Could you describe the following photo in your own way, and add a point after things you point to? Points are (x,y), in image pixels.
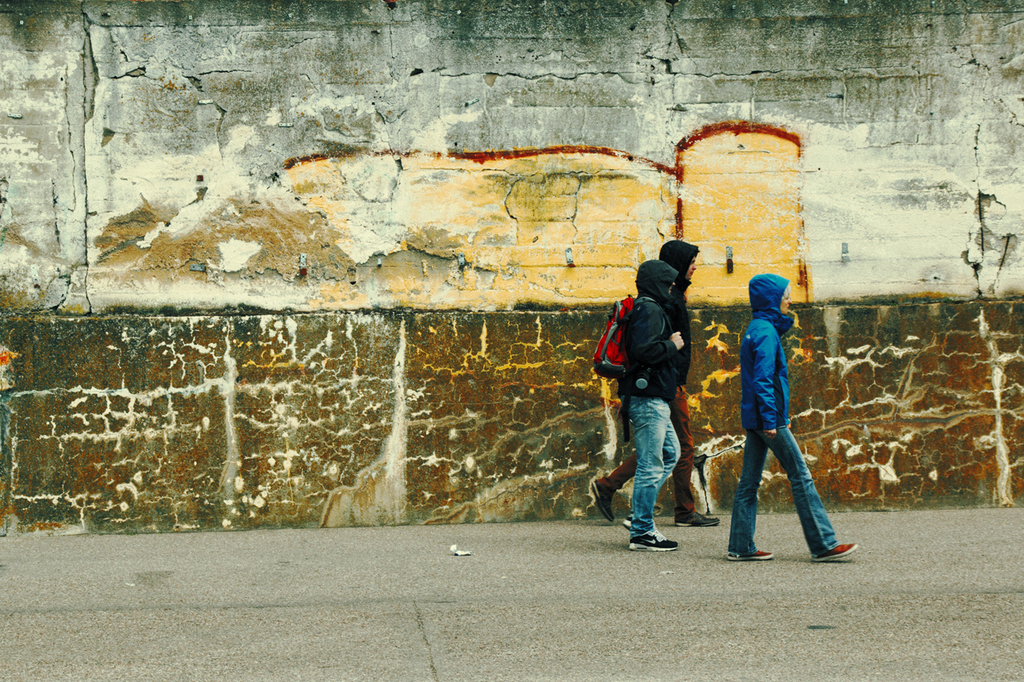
There are people (665,377) walking in the foreground area of the image (763,335) and a wall (554,203) in the background (550,248).
